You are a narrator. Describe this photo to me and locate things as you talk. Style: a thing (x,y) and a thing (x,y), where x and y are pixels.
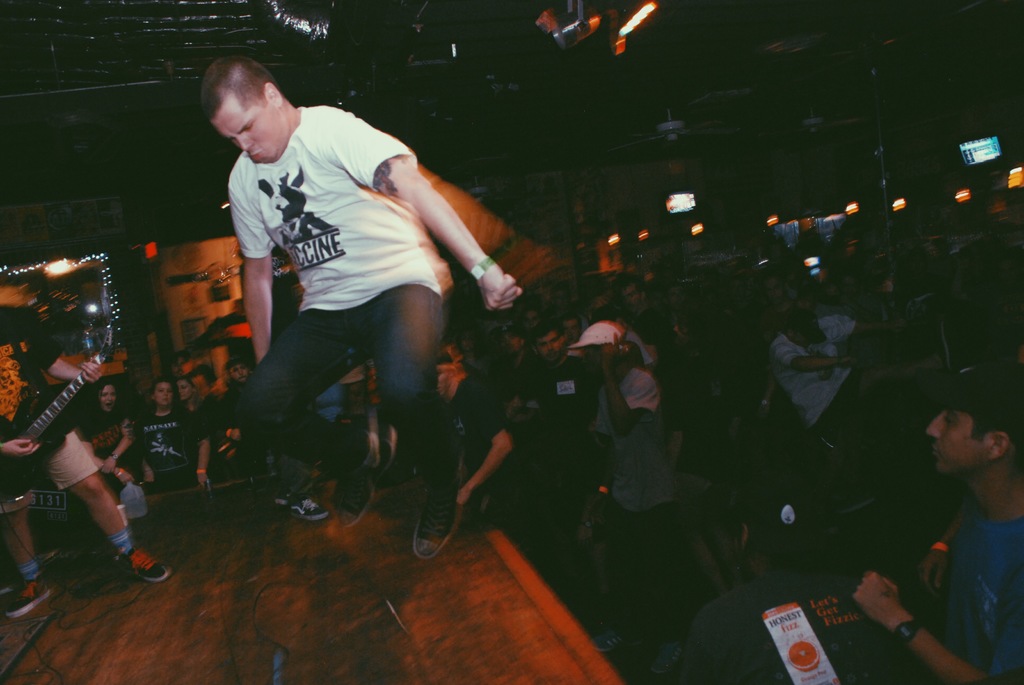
In this image I see a person (19,342) who is holding a musical instrument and I see this man (466,243) who is in the air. In the background (501,372) I see lot of people (518,349) and the lights (117,315).
